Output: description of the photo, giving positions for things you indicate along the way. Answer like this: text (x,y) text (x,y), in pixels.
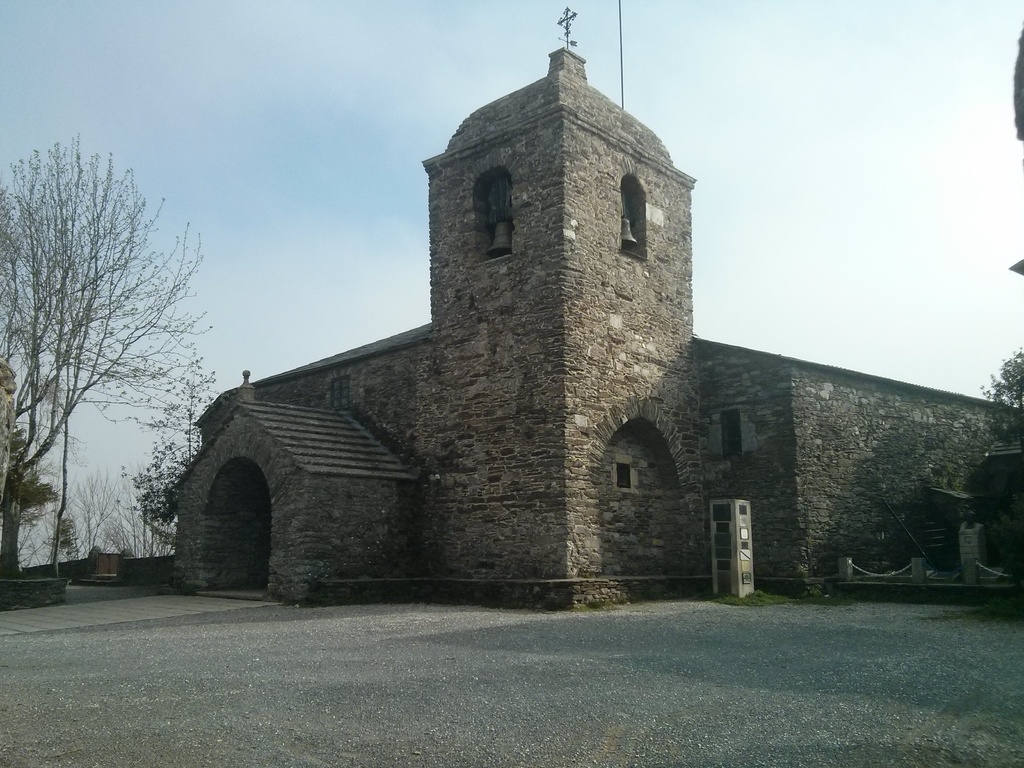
In this picture there is a building (598,455) and there is a board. On the right side of the image (982,563) there is a railing (957,575). At the back (27,468) there are trees (33,513). At the top (256,121) there is sky (256,121). There are bells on the building (551,248). At the bottom (432,698) there is a land (555,679).
